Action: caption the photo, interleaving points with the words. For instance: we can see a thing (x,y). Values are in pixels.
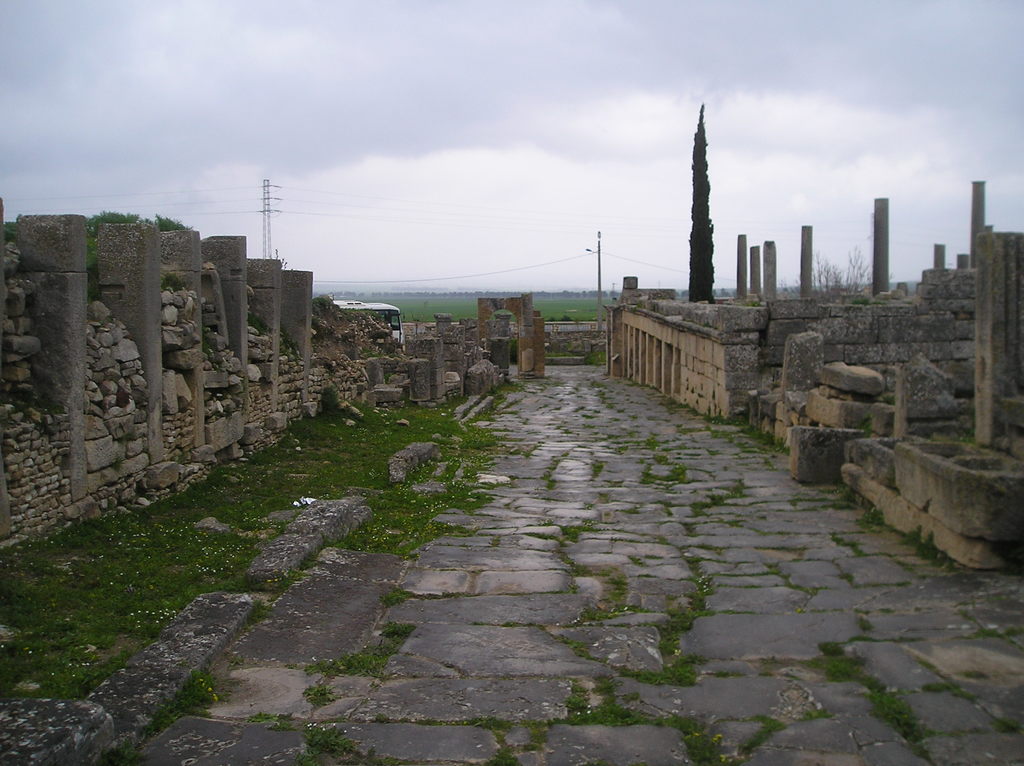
In this image we can see an architecture (631,347) and there are some stones (316,585) and we can see few trees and grass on the ground (747,724) and at the top (455,251) we can see the sky (547,251).
